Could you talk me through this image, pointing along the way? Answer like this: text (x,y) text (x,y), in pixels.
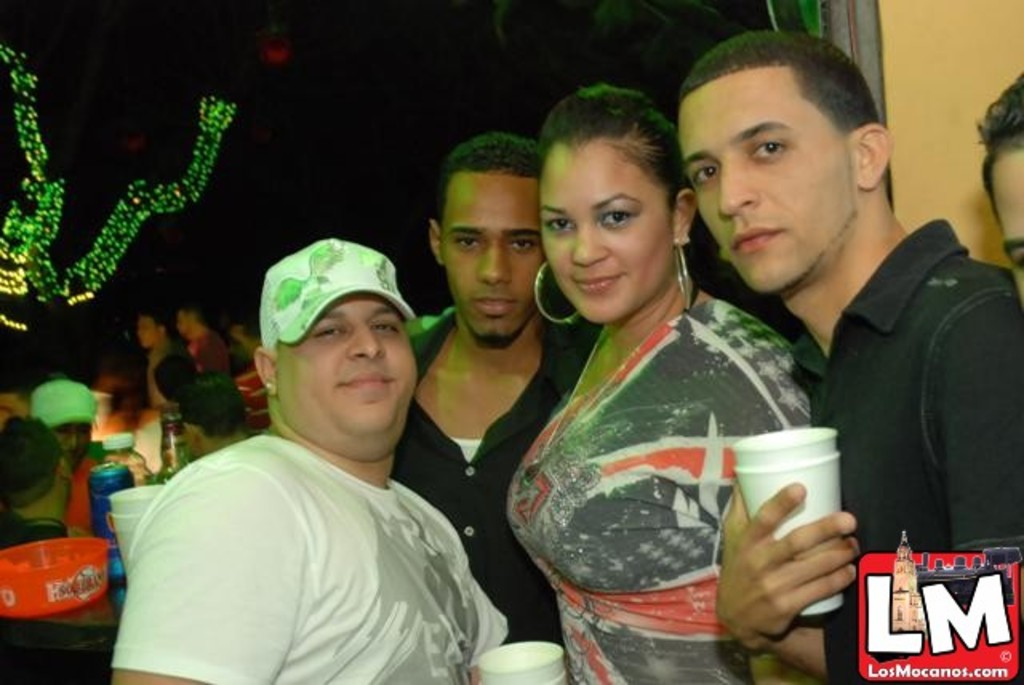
In this picture we can see some boys (793,205) and a girl (728,343) standing in the front (706,556), smiling and giving a pose into the camera. Behind there are some persons (30,466) sitting and eating food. In the background (114,258) we can see the green decorative lights (123,226) on the tree (217,130) and dark background (152,202). On the right bottom side (899,565) there is a small watermark (909,662) on the image.
